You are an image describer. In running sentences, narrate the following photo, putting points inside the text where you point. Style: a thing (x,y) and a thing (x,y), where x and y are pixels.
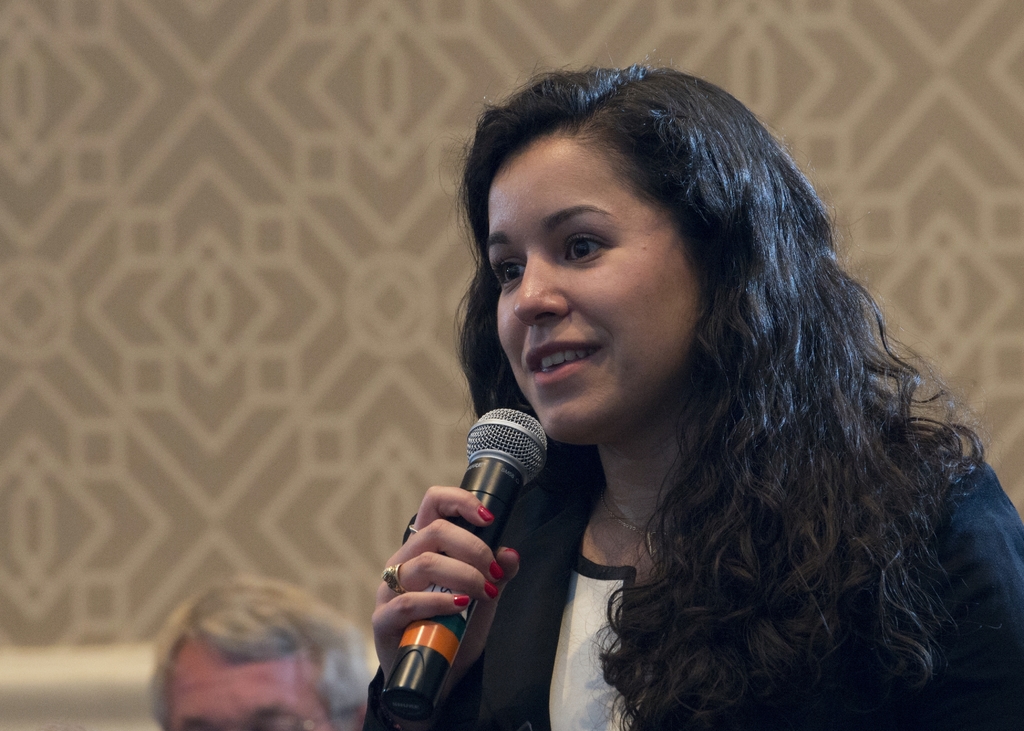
In this image the woman (592,439) at the right side (687,455) is holding a mic (515,483) and is speaking since we see her mouth (564,362) open. and in the background (261,697) we see other person head (254,653) and a patterned wallpaper (347,108) on the wall (410,278).
